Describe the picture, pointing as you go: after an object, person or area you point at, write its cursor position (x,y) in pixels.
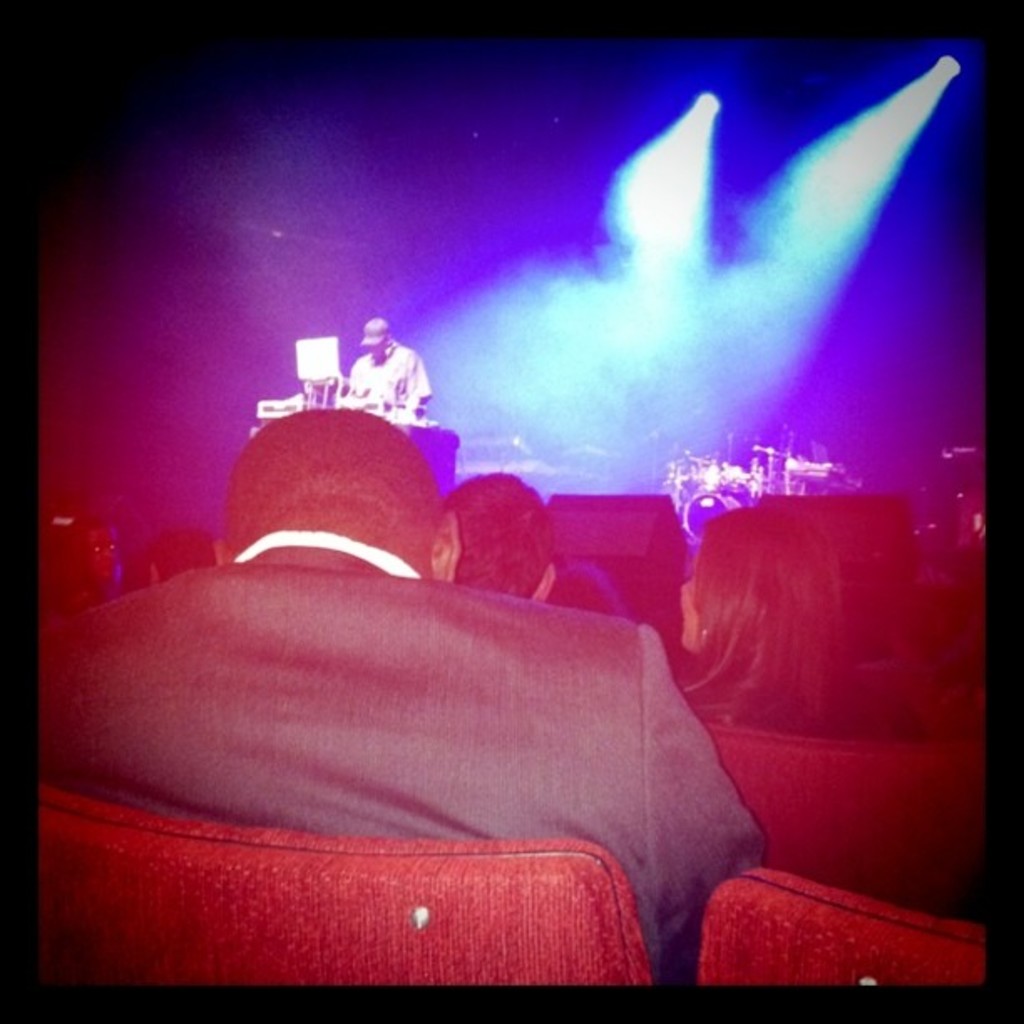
In this image I can see few people (594,660) are sitting on the red color chairs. In the middle (384,394) a person (397,385) is standing on the stage (440,398), on the right side (816,177) there are focus lights (759,203).
